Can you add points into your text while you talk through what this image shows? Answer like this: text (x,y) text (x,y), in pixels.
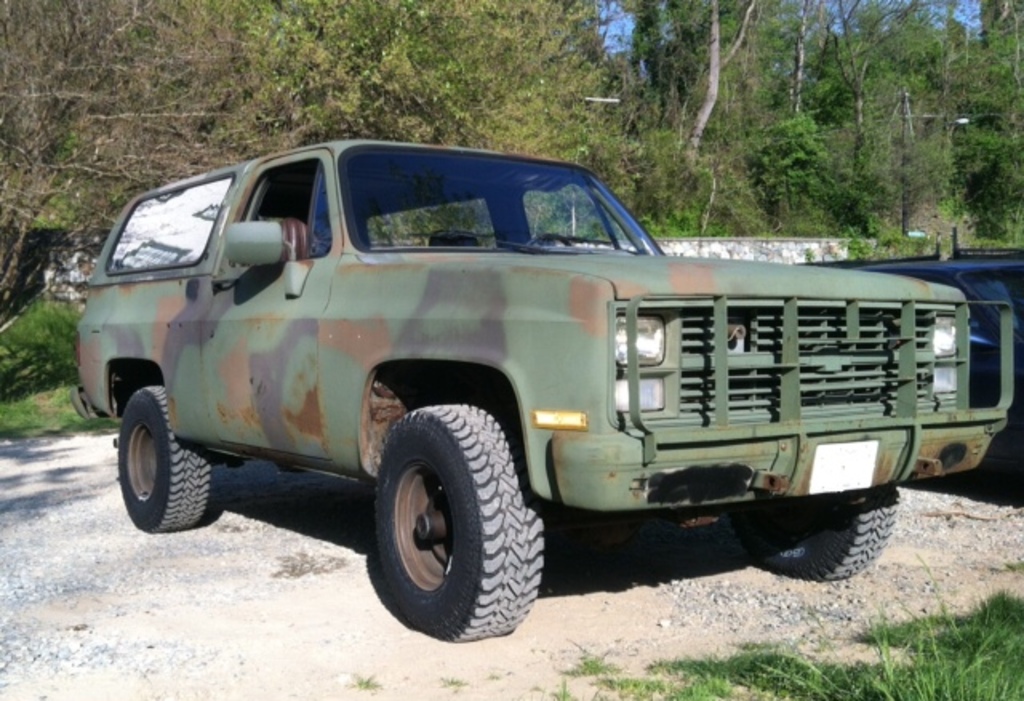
In the foreground of the picture (873,507) I can see a vehicle (875,503) on the ground (864,618). I can see the green grass (900,652) on the bottom right side (1003,641). In the background (856,112), I can see the wall fencing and trees (702,128).
